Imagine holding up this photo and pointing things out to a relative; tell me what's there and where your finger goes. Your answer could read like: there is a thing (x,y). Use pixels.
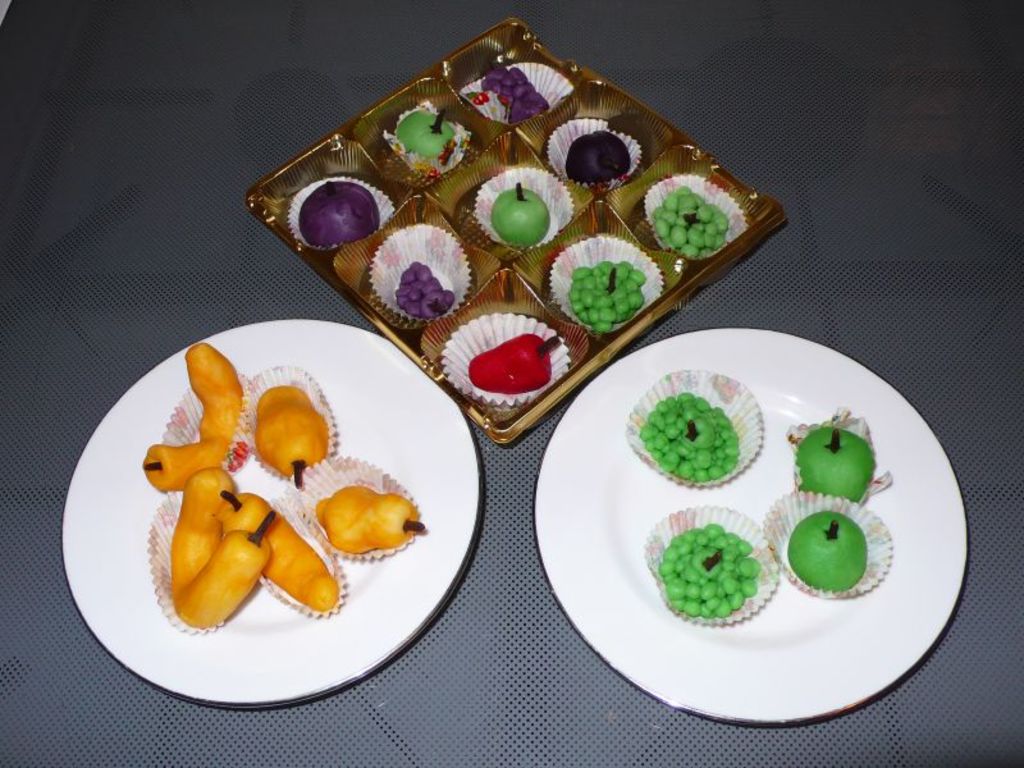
In this image I can see two plates (145,563) and a box (363,267) which consists of some food items (217,512) in the wrappers (496,322). These are placed on a blue surface (800,152).
